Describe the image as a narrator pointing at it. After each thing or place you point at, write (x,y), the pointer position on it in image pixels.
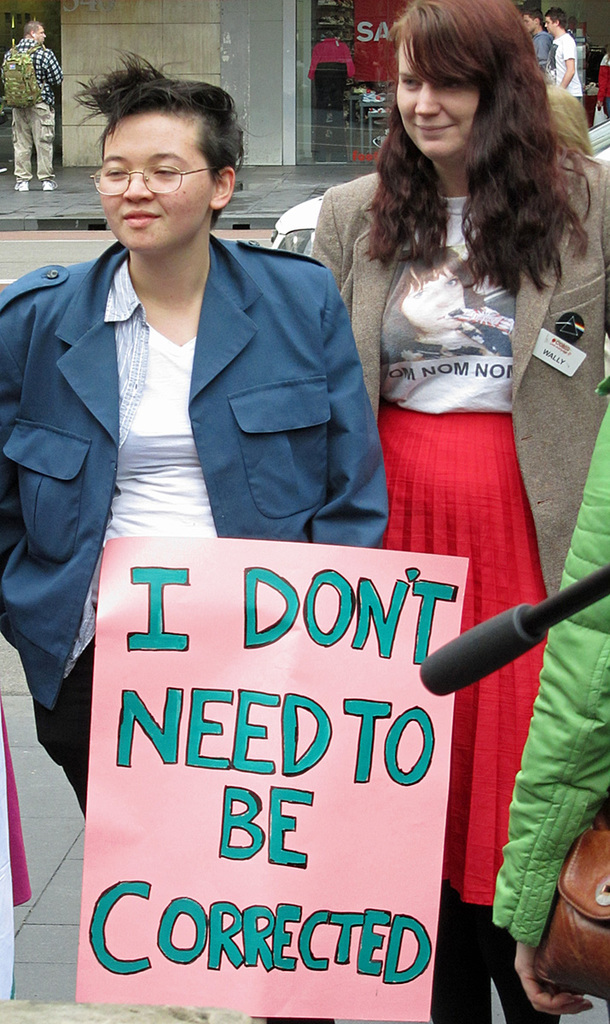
In this image we can see two women (388,306) smiling and standing on the ground (77,926). In the center (361,594) there is a text (209,726) on the paper (260,737). We can also see the mike (464,638). In the background (42,76) we can also see few persons (527,15).
